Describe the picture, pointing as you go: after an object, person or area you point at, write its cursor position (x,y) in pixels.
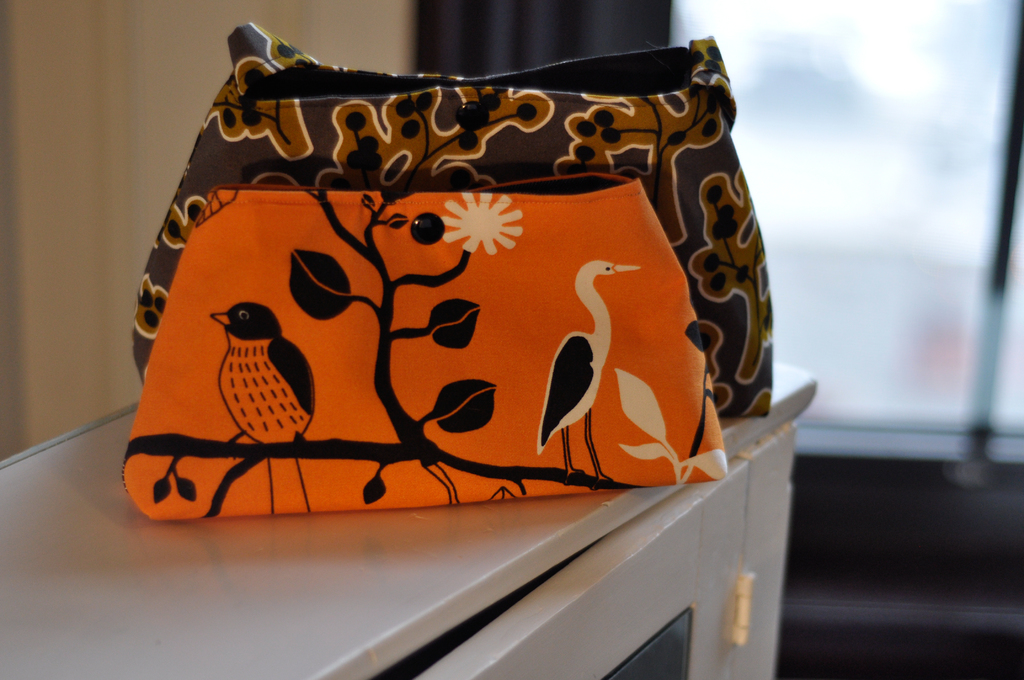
In this picture there are two bags (446,348) placed on a table (661,547), both the bags (597,311) are printed in different colors. The table (480,516) is in white in color.
